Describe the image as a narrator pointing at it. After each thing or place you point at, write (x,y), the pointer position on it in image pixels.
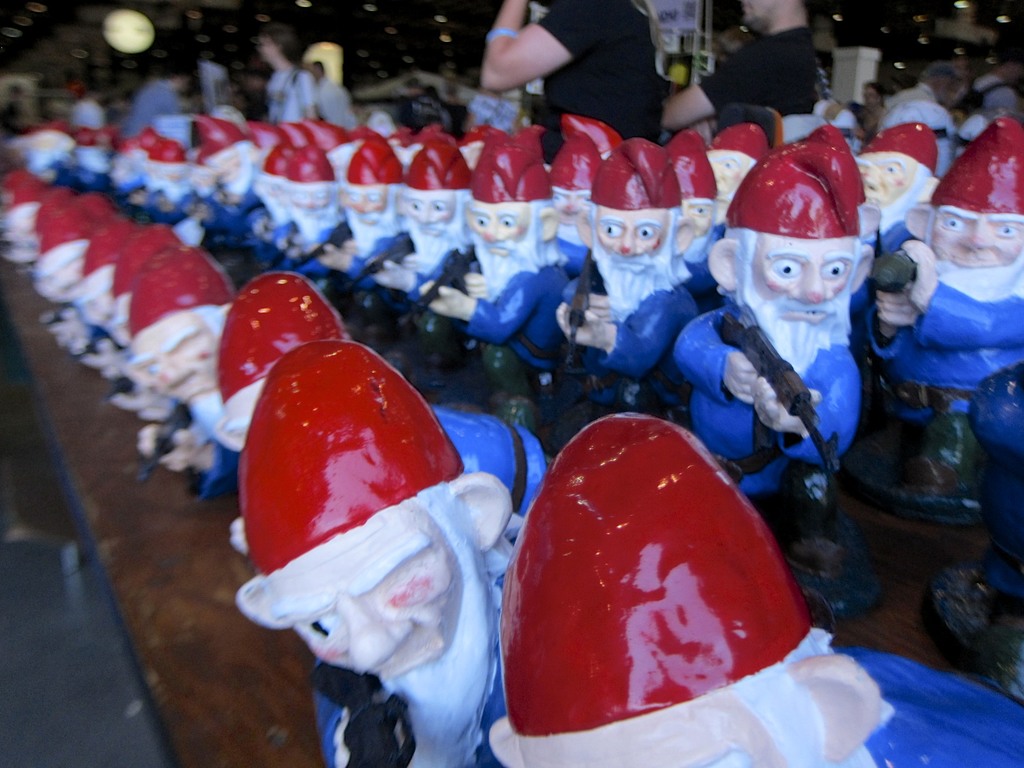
In this image in the front (522,394) there are puppets (590,326) which are blue, white and red in colour holding guns (581,273). In the background (339,90) there are persons (626,58) and there are lights (144,44).
